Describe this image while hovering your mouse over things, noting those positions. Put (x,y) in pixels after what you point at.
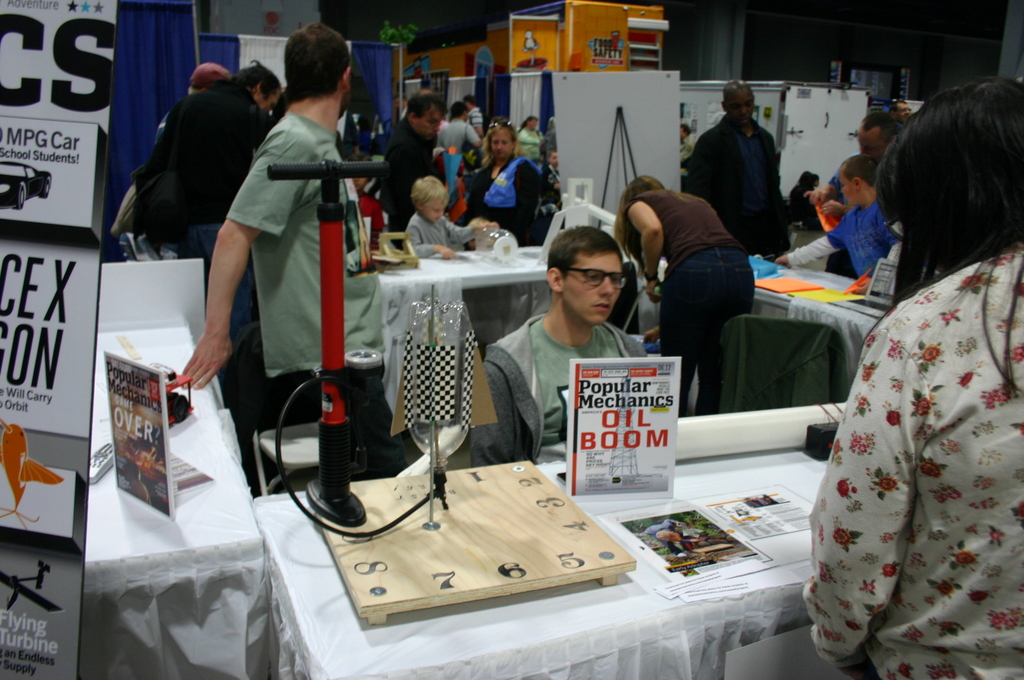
In this image we can see few people (420,171) standing and some of them are sitting, there are few tables (639,503), on the tables (118,507) there are papers (751,512), boards (454,537) with text (84,52) and in the background (281,64) there are curtains (370,78) to the stand (402,57), whiteboards (649,97) and few objects (562,22).
